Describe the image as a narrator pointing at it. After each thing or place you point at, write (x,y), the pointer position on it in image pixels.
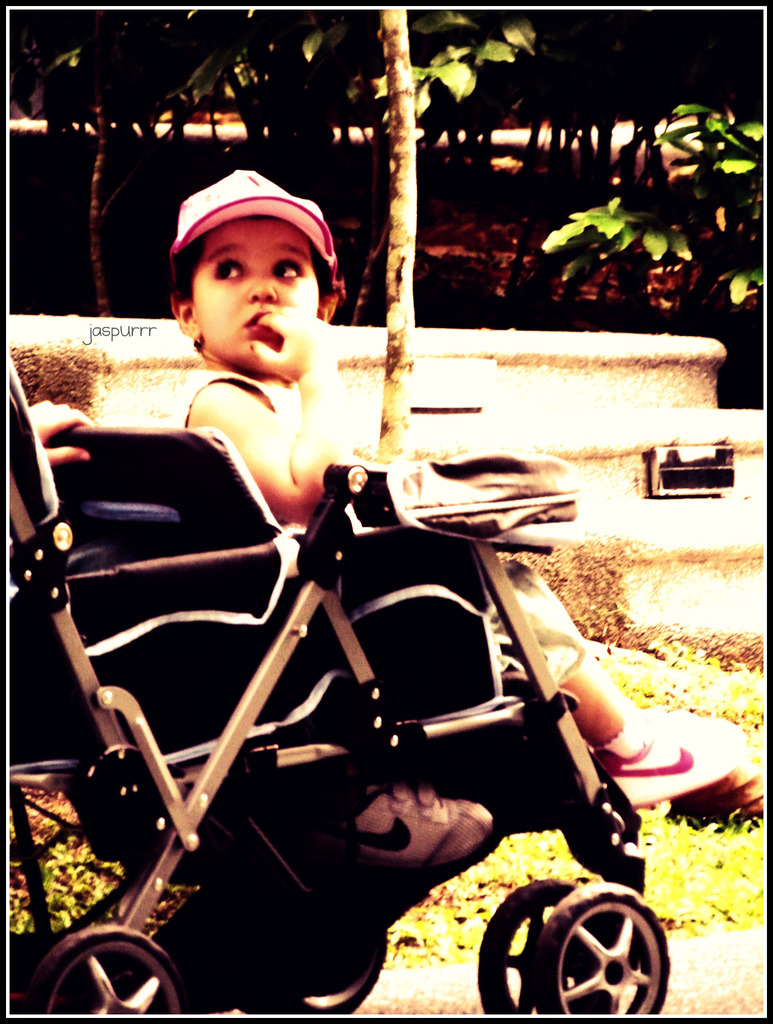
There is one kid (263,429) sitting in a baby stroller (201,463) as we can see in the middle of this image (491,591). There are trees (343,111) in the background (329,138). We can see a human hand (64,418) on the left side of this image (43,411).
